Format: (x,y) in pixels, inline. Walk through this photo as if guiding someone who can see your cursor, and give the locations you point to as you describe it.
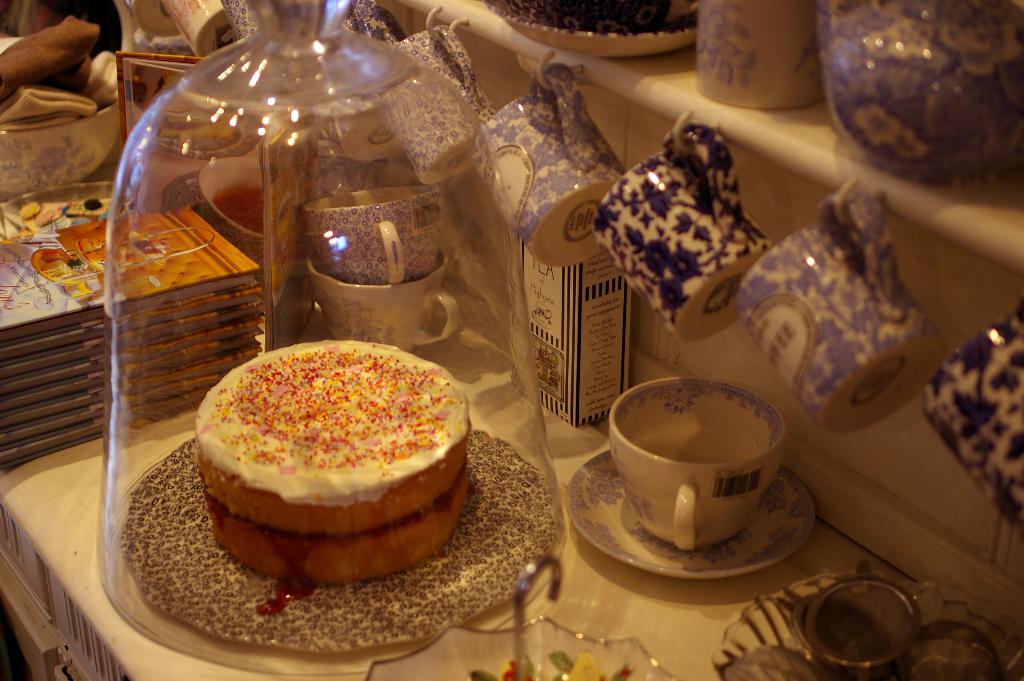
In this picture there is a cake (260,416) in the glass jar (488,316). Behind there are many blue color tea cups (653,192) hanging on the hook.
